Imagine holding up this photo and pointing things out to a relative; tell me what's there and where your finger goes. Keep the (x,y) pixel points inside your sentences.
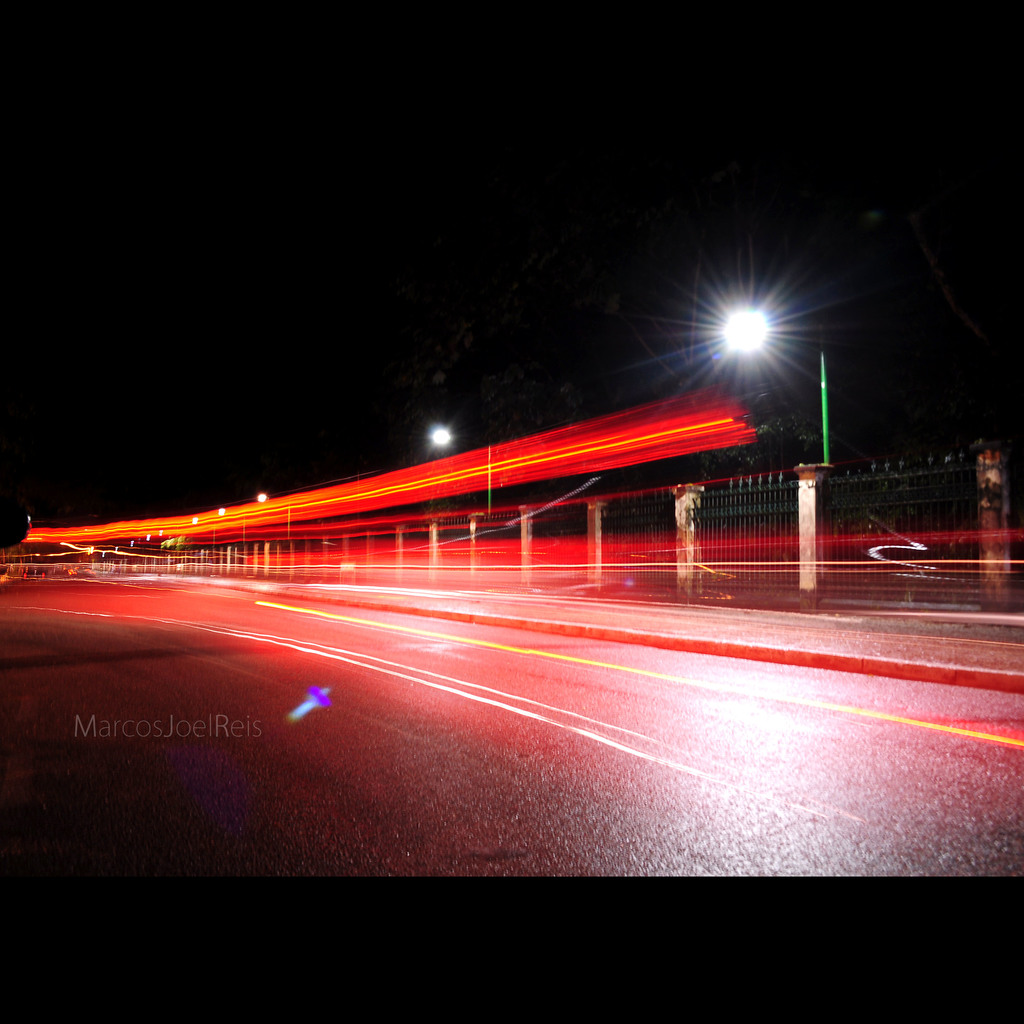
In this image we can see road (381,645), poles (999,526), fencing (734,523) and we can also see the dark background (52,205).
